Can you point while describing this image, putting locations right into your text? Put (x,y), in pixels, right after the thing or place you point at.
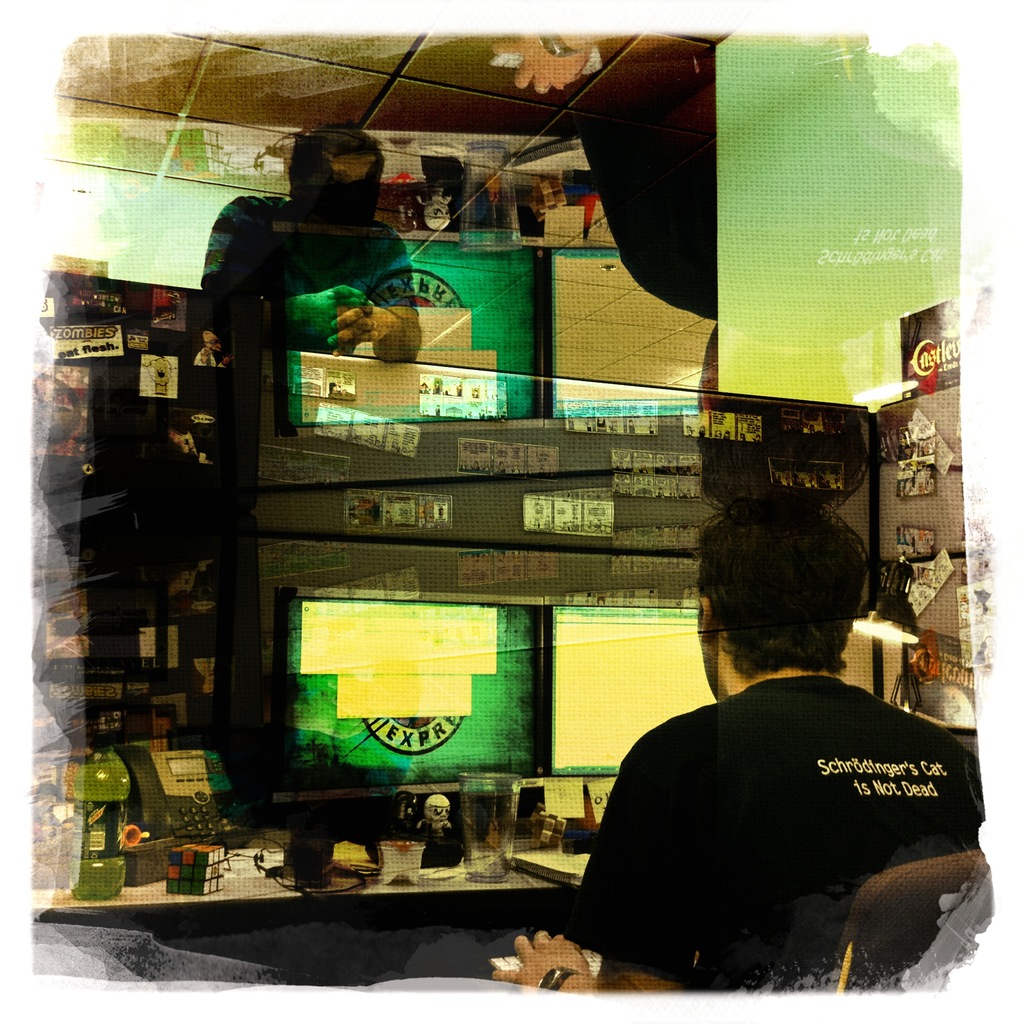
It is an edited image there is a man (627,802) sitting in front of a table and on the table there are monitors (449,778), Rubik's cube (199,851) and other objects (481,798) and behind the monitors (452,309) there is another person (331,202).
